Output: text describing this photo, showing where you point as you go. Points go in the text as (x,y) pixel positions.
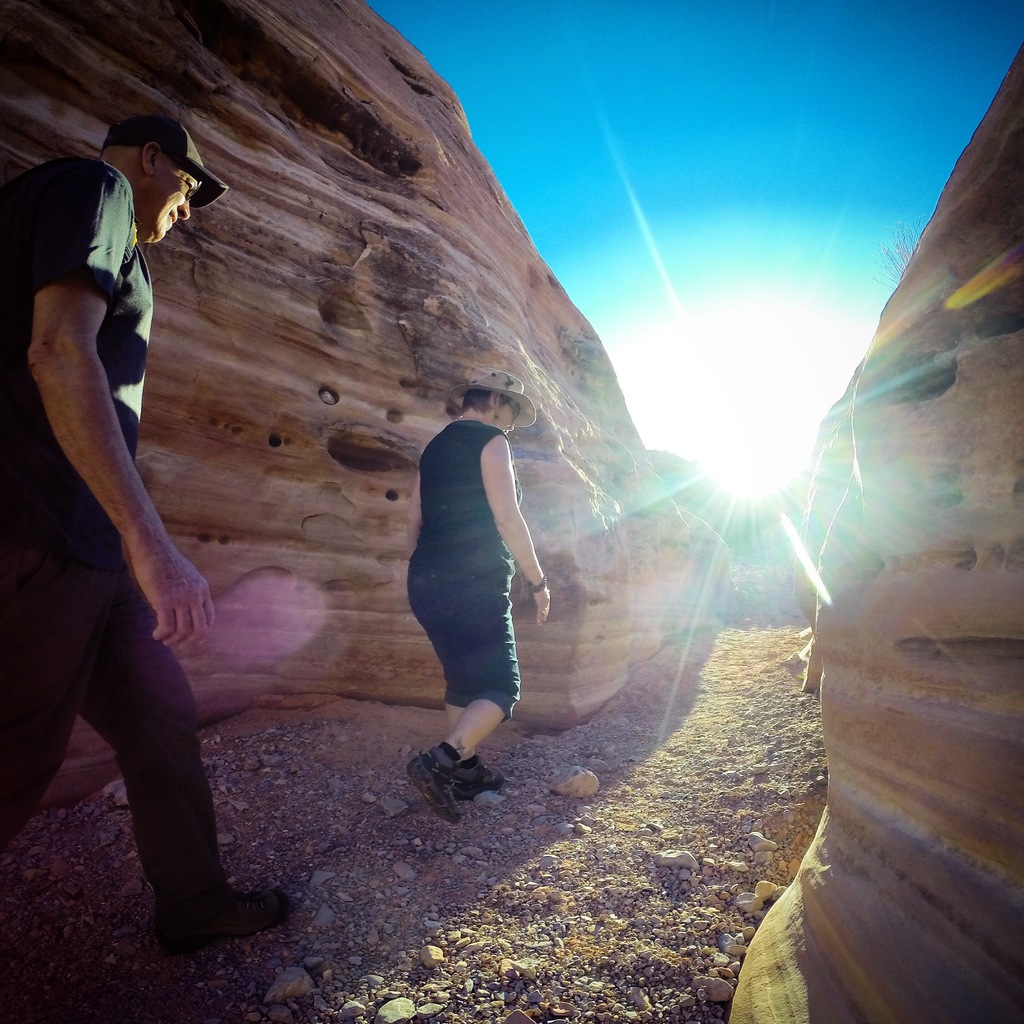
In this image, we can see a man (126,688) and a lady (421,605) walking and wearing a cap (171,125) and a hat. In the background (726,499), we can see rocks (525,309) and there is a sunlight (682,340). At the bottom (535,869), there is ground (532,888).
